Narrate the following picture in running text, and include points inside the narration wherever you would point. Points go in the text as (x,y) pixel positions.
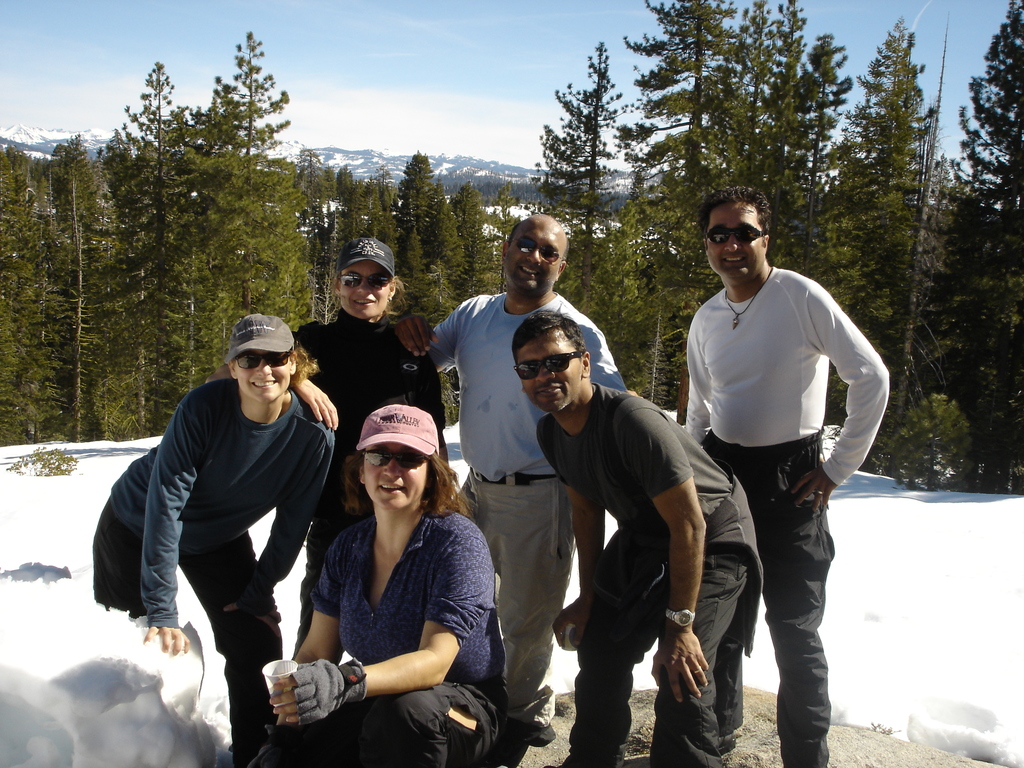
In this picture, we can see a few people (403,512) and a few are holding some object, and we can see the ground (79,641) covered with snow (63,612), trees (894,283), mountains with snow (593,229) and the sky (288,39).
